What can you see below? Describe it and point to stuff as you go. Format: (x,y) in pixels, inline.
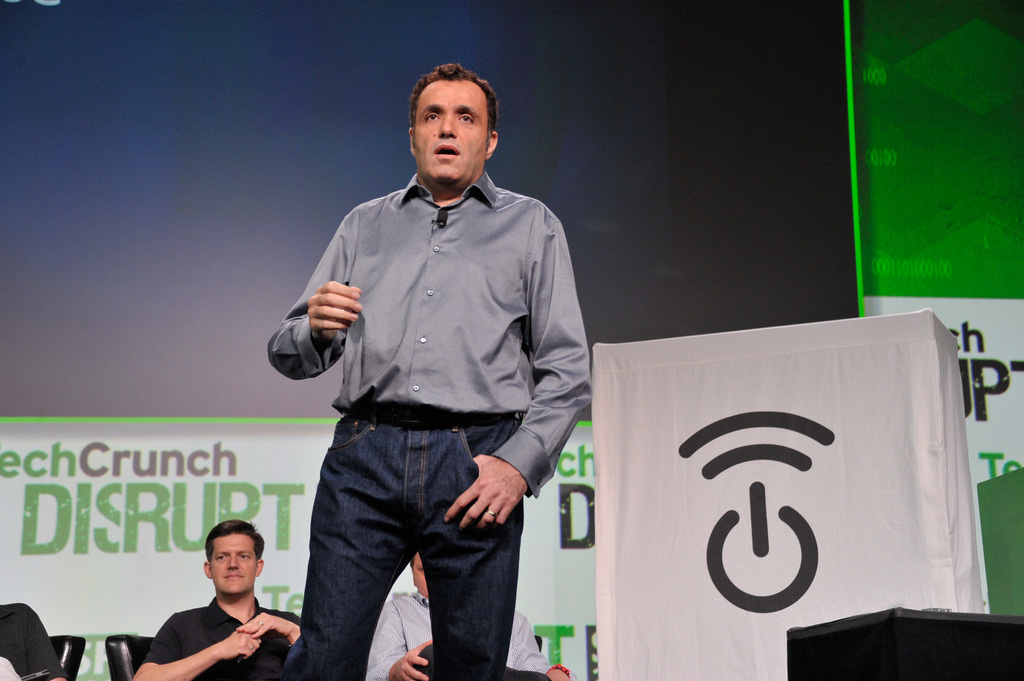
Here there is a man (482,381) standing at the podium (723,437) and an object (957,622). In the background (18,615) there are three men (269,636) sitting on the chairs (126,670) and we can also see a hoarding (87,548).
